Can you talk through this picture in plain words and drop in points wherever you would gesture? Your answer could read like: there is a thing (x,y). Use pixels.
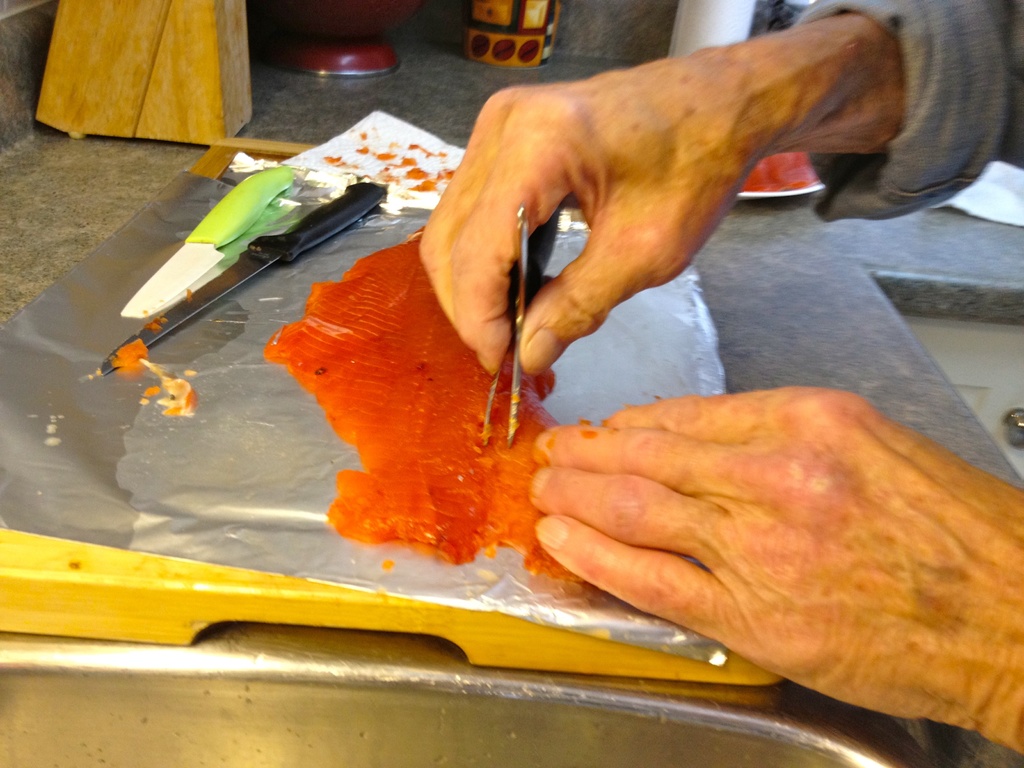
In this picture we can see a person (464,282) holding an object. There are few knives (217,261). We can see some food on a tray (0,503). There is a wooden object (239,93) and other objects (360,137).
